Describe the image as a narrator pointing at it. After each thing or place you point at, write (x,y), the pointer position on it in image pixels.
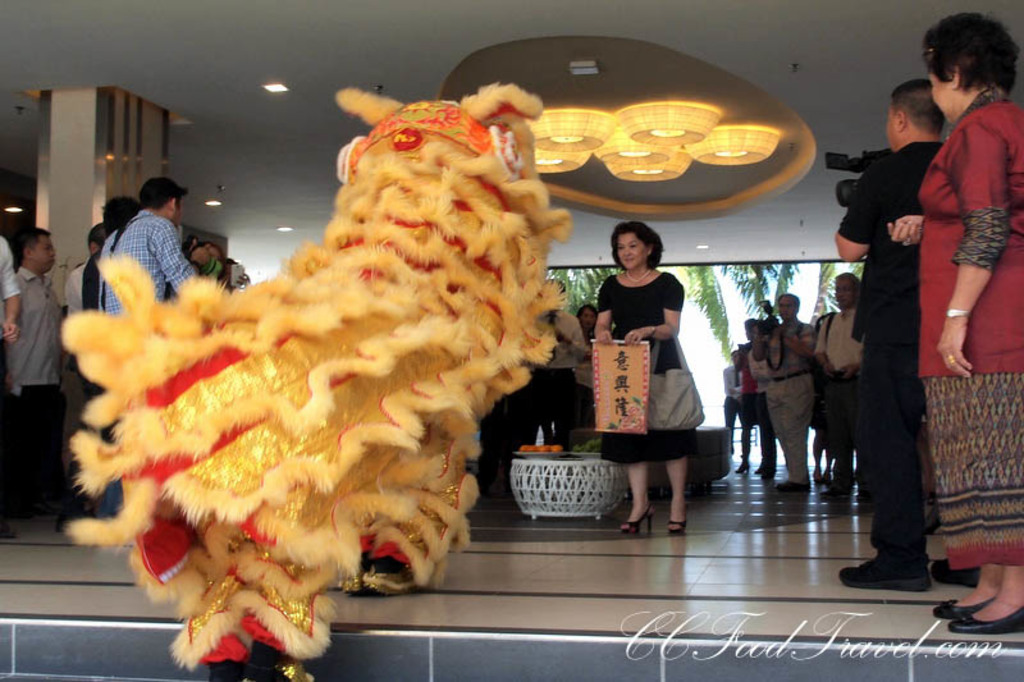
In this picture I can observe some people (34,336) standing on the floor (756,486). There is a woman (629,247) holding a cloth (634,388) in her hand (634,338). There is some text (630,392) on the cloth (600,388) which is in different language. I can observe a person (346,367) wearing a costume (231,522) of an animal. In the background (575,279) there are trees (697,303).
